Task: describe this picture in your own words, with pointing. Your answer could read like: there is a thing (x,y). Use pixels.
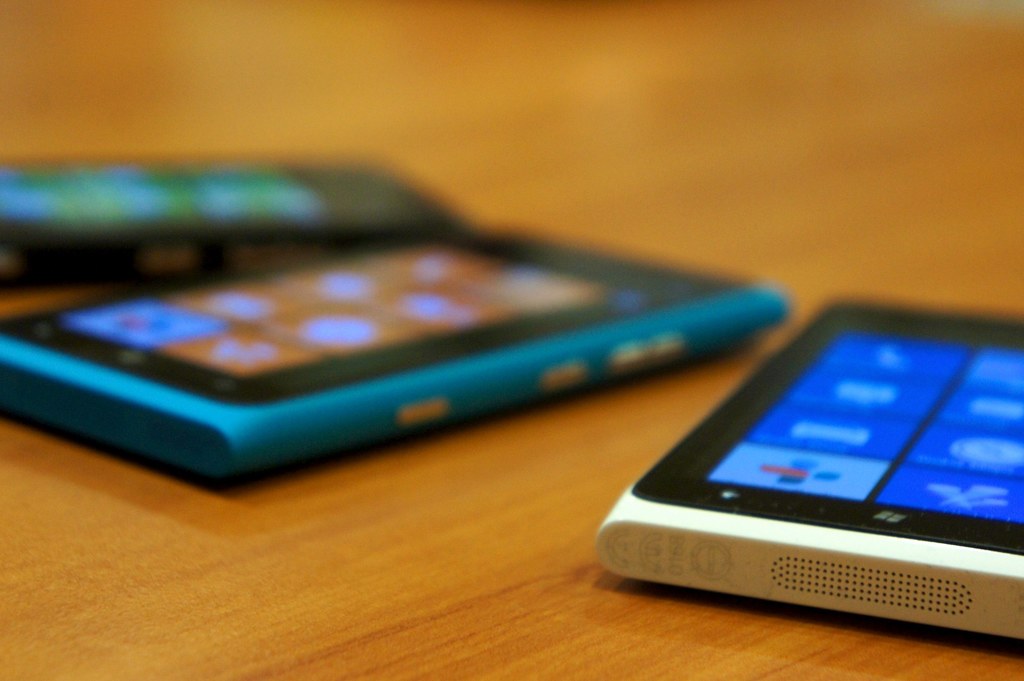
In this image we can see mobiles (633,317). The background of the image (825,246) is blur.
